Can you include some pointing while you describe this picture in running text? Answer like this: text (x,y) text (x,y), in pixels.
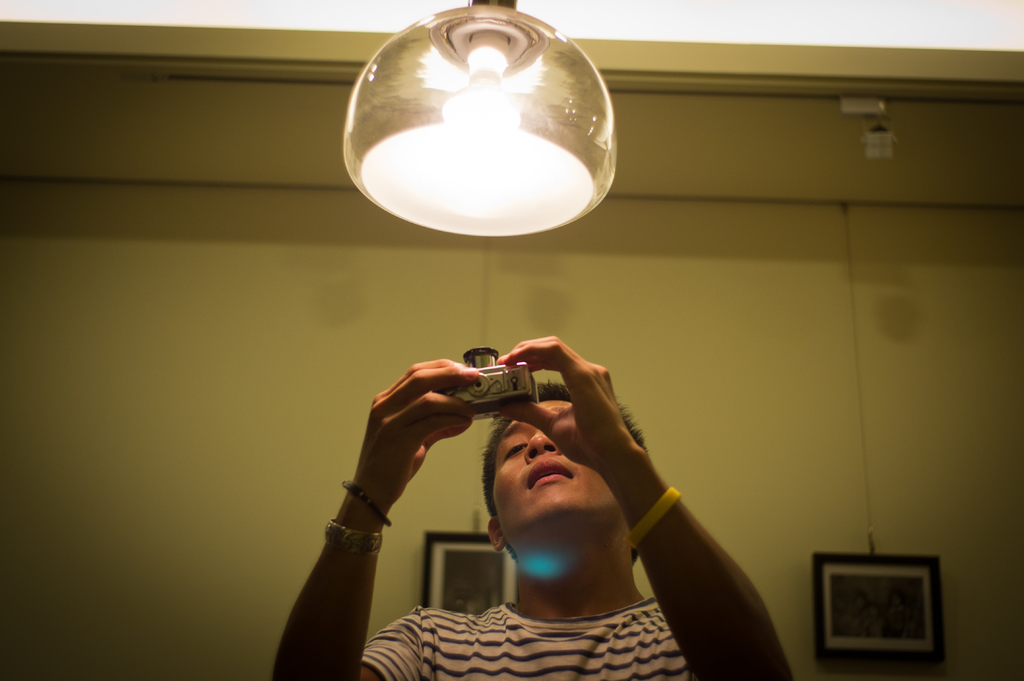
In this image I can see a person (539,621) wearing white and black t shirt (542,636) is holding some object (471,351) in his hand (441,404) and I can see a light (487,146). In the background (755,413) I can see the wall (781,321) and two photo frames (879,642) attached to the wall (818,515).
